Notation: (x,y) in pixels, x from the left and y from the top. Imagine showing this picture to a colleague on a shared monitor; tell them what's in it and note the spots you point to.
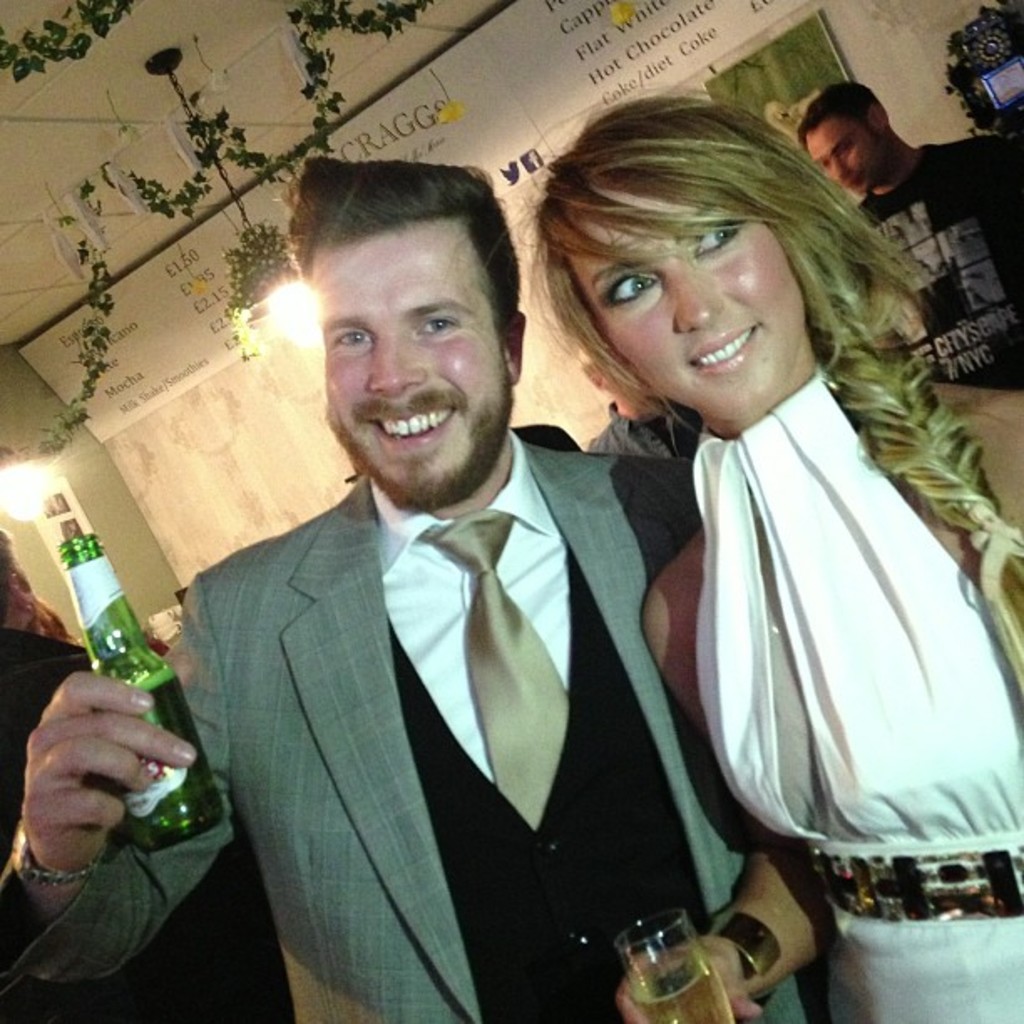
2 people (820,478) are standing. the person (820,569) at the right (903,671) is wearing a white dress (881,705) and holding a glass of drink (657,965). the person (630,863) at the left (255,771) is holding a bottle (162,778). behind them there is a wall (659,74) and at right corner (903,176) there is a person (918,226) in black t shirt (915,218).
